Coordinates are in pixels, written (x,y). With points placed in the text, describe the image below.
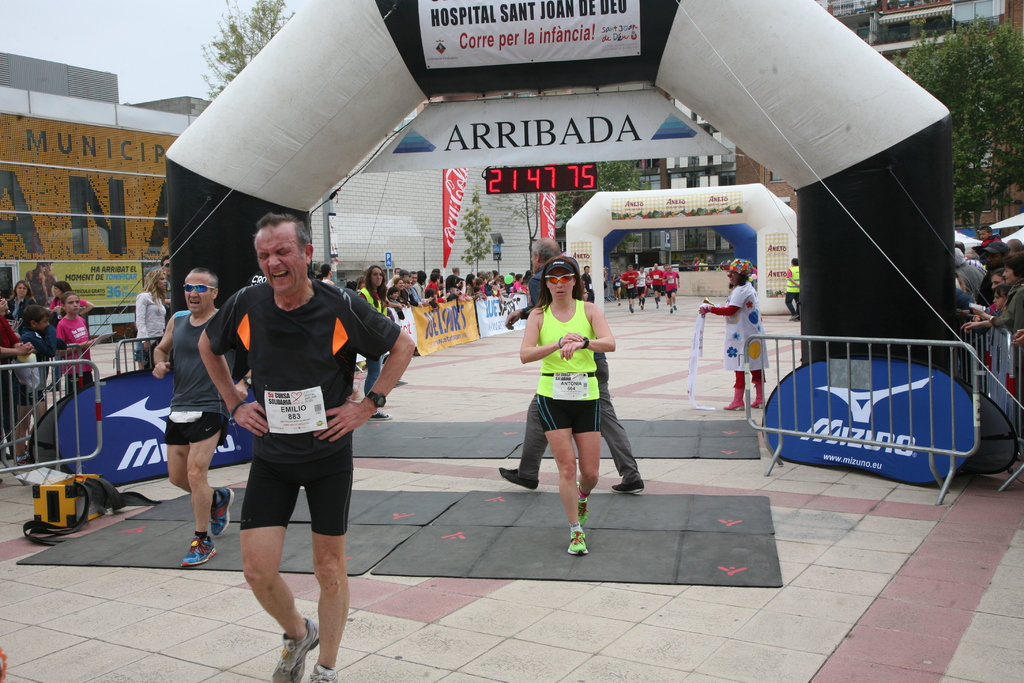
In this picture I can see there are few people (402,336) running and this person (325,463) is wearing a black color jersey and in the backdrop (663,281) I can see there are few more people (669,297) running and wearing red jerseys (650,284) and there are buildings (91,152) here and the sky (116,31) is clear.
